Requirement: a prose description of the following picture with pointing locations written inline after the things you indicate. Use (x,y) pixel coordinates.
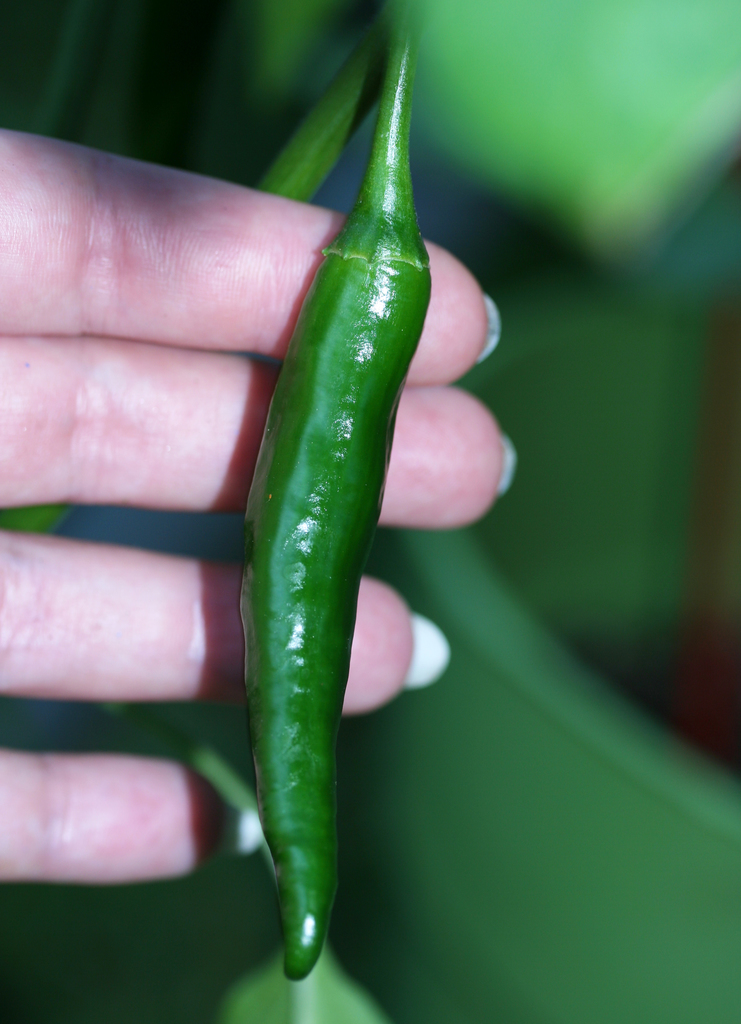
In this picture we can see the green color chili (281,598) in a person's hand (102,579). Behind we can see the green blur background (268,6).
